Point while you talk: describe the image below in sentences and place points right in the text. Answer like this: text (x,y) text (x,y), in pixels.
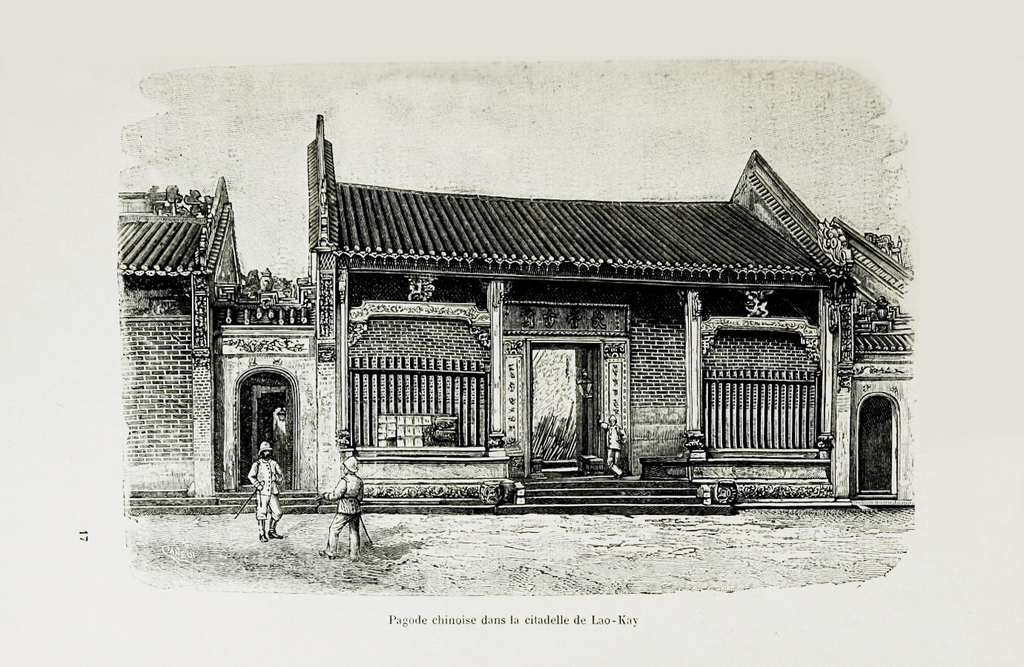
In this picture we can see an art (549,407) of a building (411,406) and few people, at the bottom of the image (540,619) we can find some text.
